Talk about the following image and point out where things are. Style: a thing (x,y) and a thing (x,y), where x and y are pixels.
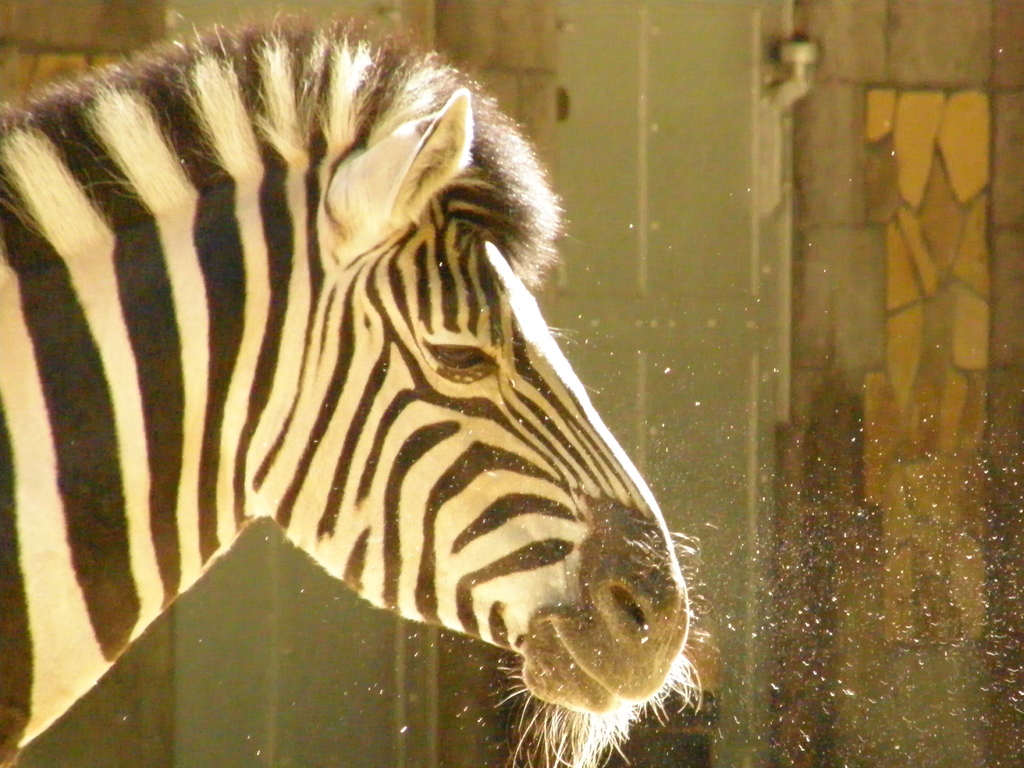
In the picture we can see face (364,503) of a zebra (395,472).
